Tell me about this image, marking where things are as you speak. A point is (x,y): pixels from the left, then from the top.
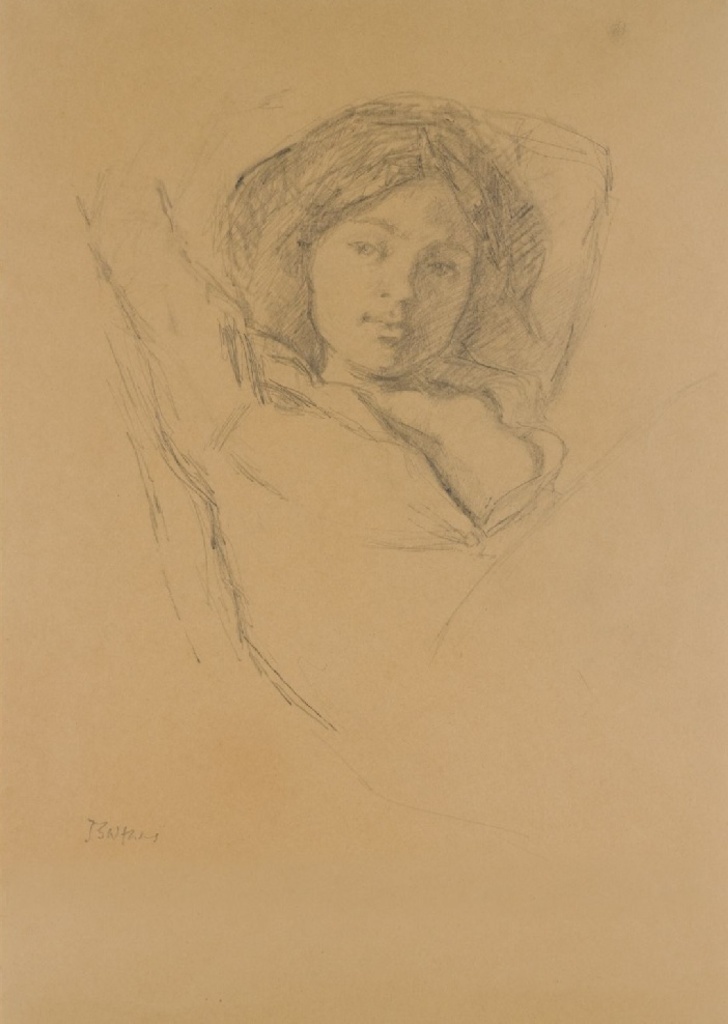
In this picture we can see a drawing (478,351) of women (357,392).
